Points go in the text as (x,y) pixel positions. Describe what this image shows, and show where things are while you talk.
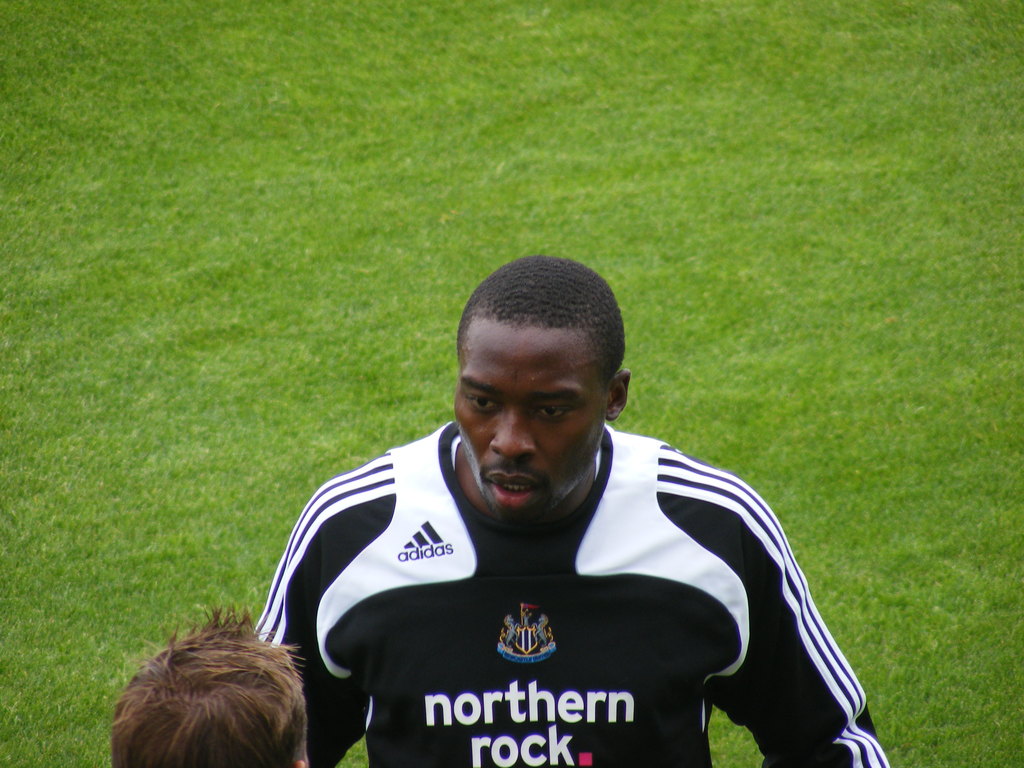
In this picture we can see a man (441,537) wearing black and white t-shirt (564,617). In the background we can see grass (561,222).
